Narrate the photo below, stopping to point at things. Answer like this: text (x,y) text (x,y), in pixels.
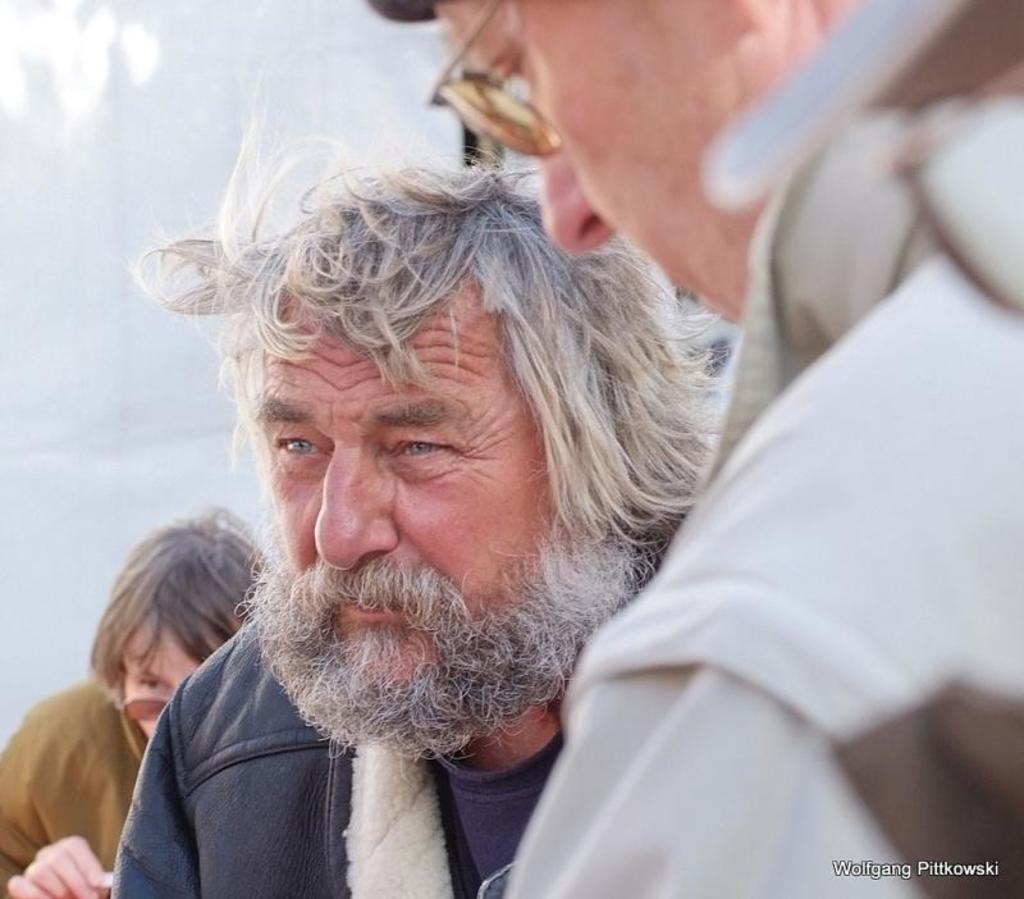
In this image we can see people (704,734). At the bottom of the image (871,864) there is text (895,862). In the background of the image (63,313) there is wall (118,174).
